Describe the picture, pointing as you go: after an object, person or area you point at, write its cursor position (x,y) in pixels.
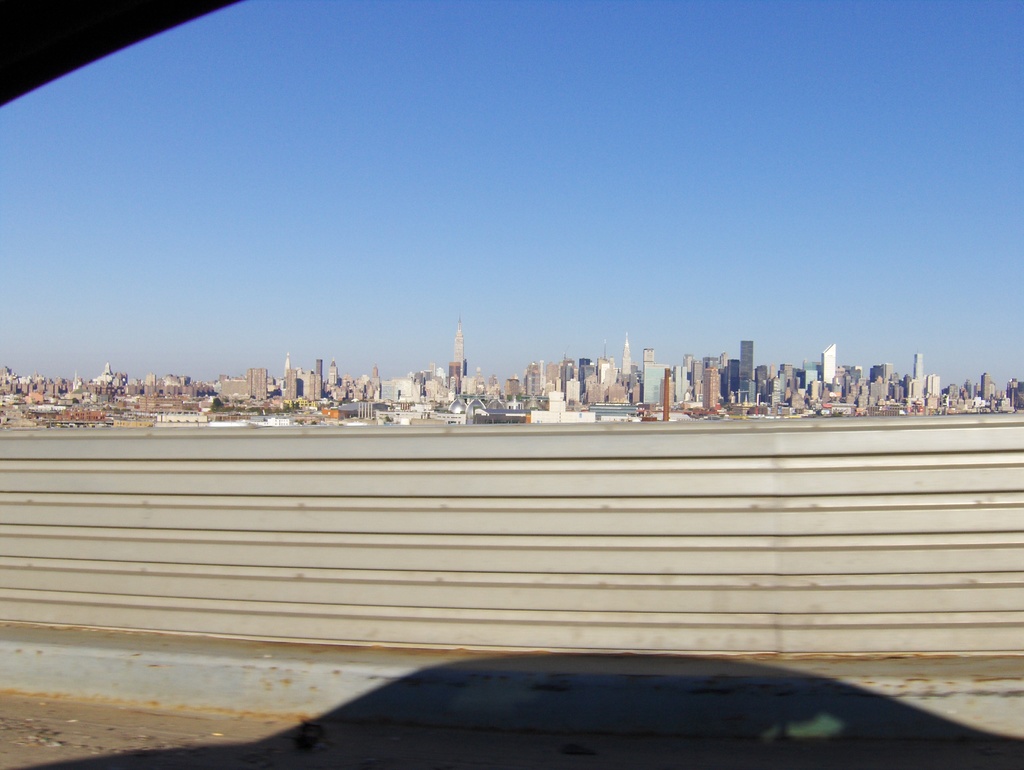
In the center of the image (427,512) there is a fence (527,526). In the background (148,418) we can see buildings (583,387). At the top (588,241) there is sky (455,155).
